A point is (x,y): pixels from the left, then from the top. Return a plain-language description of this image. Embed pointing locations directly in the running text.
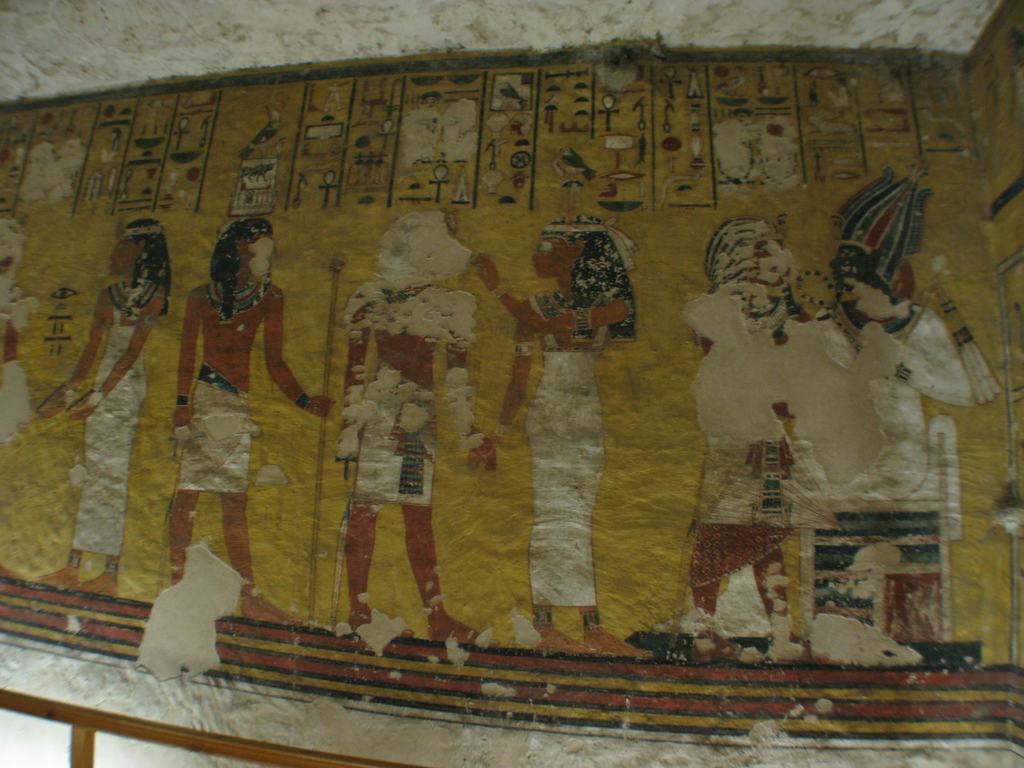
In this image we can see paintings (551,471) on the wall (213,544).
